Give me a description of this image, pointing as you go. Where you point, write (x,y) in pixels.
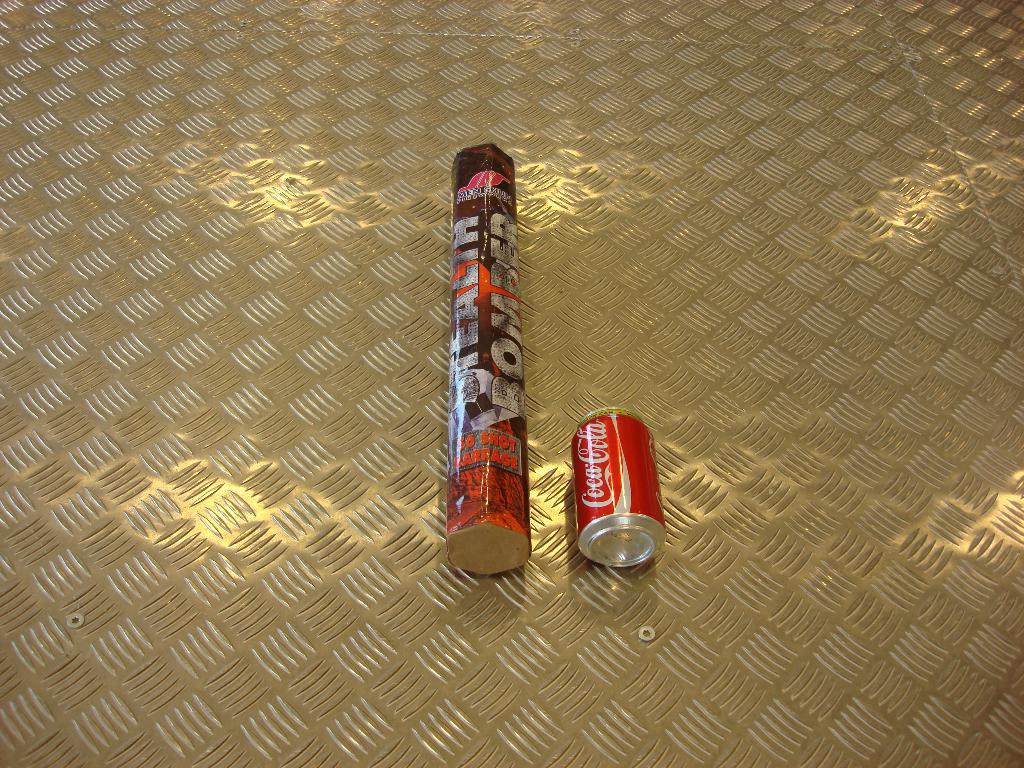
In the center of the image (464,398) there is a popper (502,485) and a tin (598,505) placed on the floor (439,459).
